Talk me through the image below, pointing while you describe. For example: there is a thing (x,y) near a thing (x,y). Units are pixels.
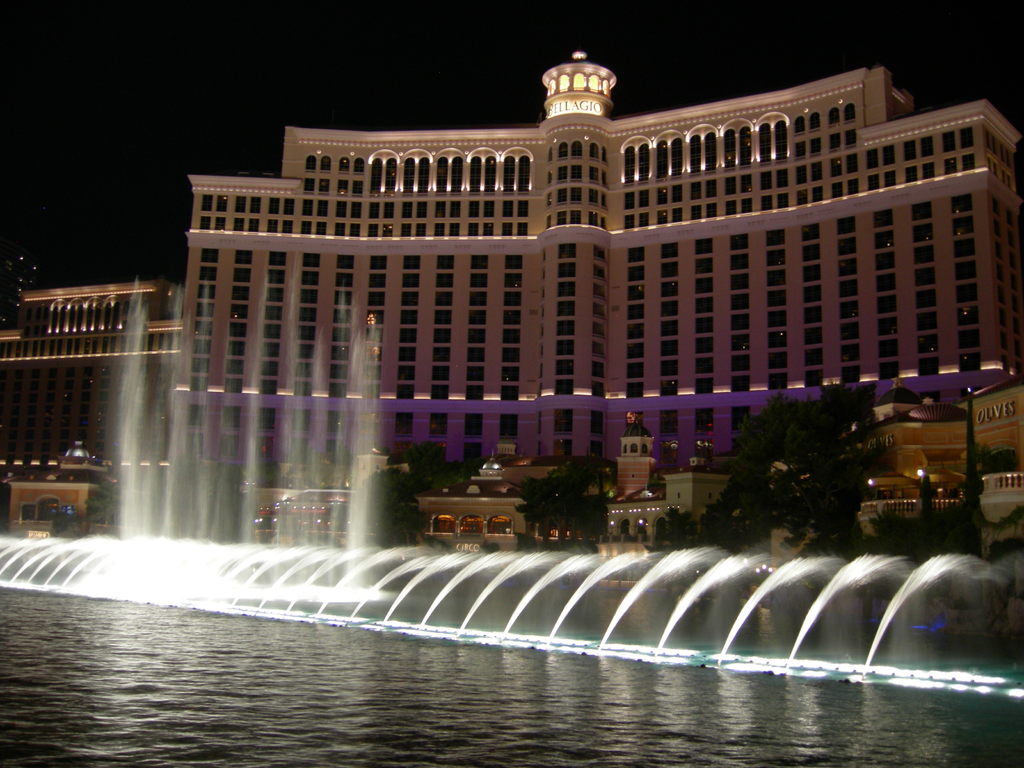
In the foreground of the image (638,647) we can see a water fountain (95,582). In the background of the image (835,502) we can see a group of trees (848,504) and a building (322,290) and the sky (164,133).
